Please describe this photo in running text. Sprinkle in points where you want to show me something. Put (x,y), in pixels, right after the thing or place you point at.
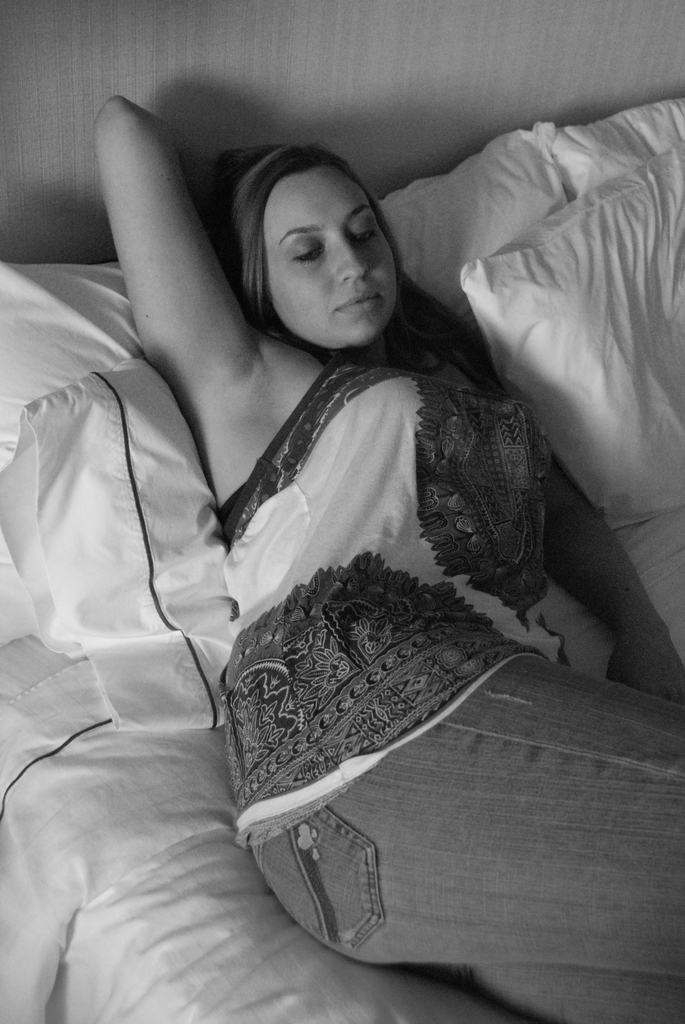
This is a black and white picture. The woman (399,552) in patterned top (396,527) and jeans (621,941) was lying on a bed (146,777). On the bed (153,742) there are pillows (533,263) which is in white color. Behind the woman (368,459) there is a wall (601,50).
